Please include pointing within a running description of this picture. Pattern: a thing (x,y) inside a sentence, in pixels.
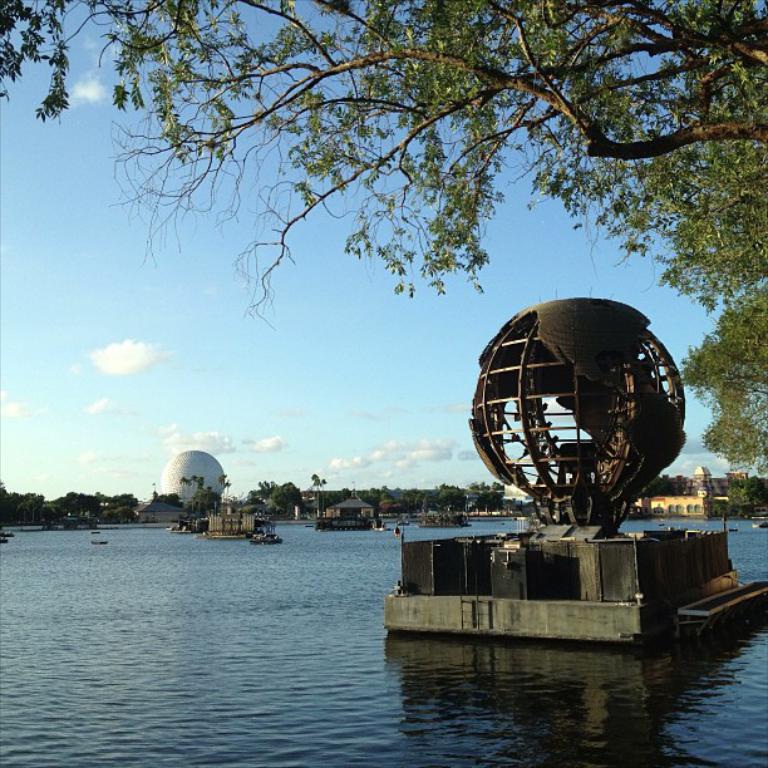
In this picture, we can see water (767,670) and some objects (560,480) in the water (163,570) and we can see the sky (398,178) with clouds (166,444), we can see some trees (434,508), buildings (698,511).
